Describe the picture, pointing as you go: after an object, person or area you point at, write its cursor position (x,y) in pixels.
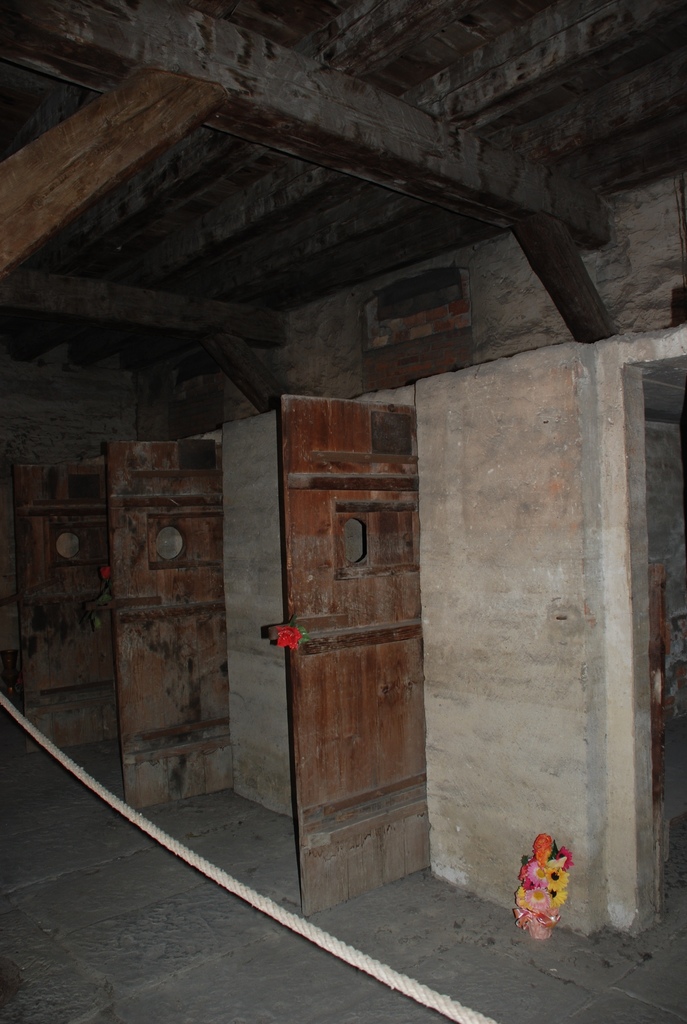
In the middle of this image (375,510) there is a wall (514,684) and few wooden planks (349,596). At the bottom (274,905) there is a rope (278,921) and there are few flowers (535,880) on the floor (477,952). At the top of the image (312,187) I can see the ceiling (277,107).
